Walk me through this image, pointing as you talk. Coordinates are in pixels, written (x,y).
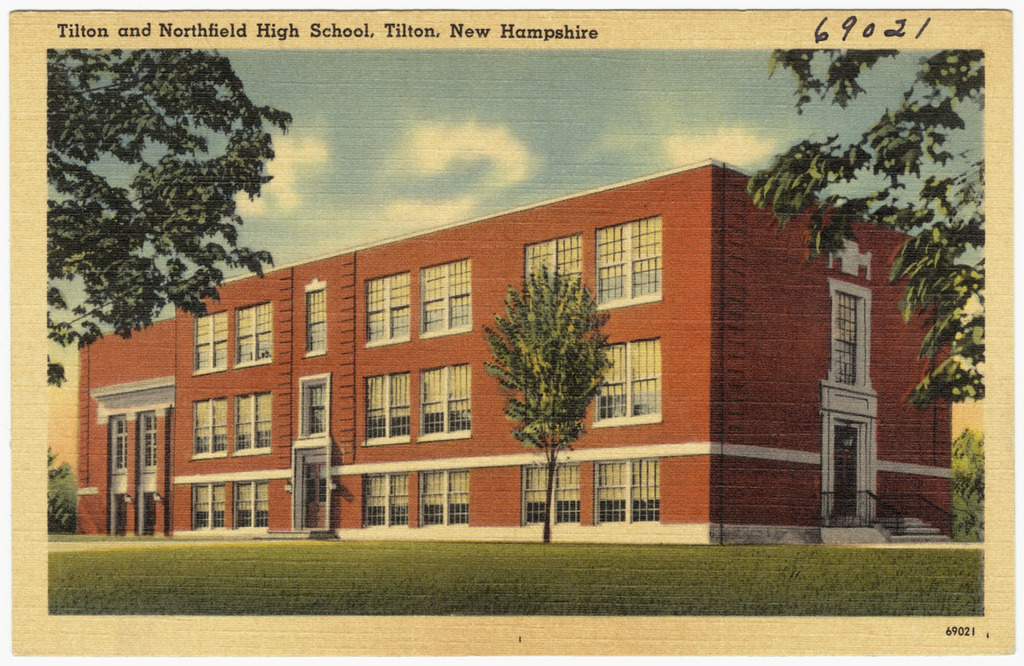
In this image I can see grass (424,576), a building (635,410), trees (513,347) and windows (383,331). On the top (422,128) I can see the sky (413,112) and a text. This image is taken during a day.
